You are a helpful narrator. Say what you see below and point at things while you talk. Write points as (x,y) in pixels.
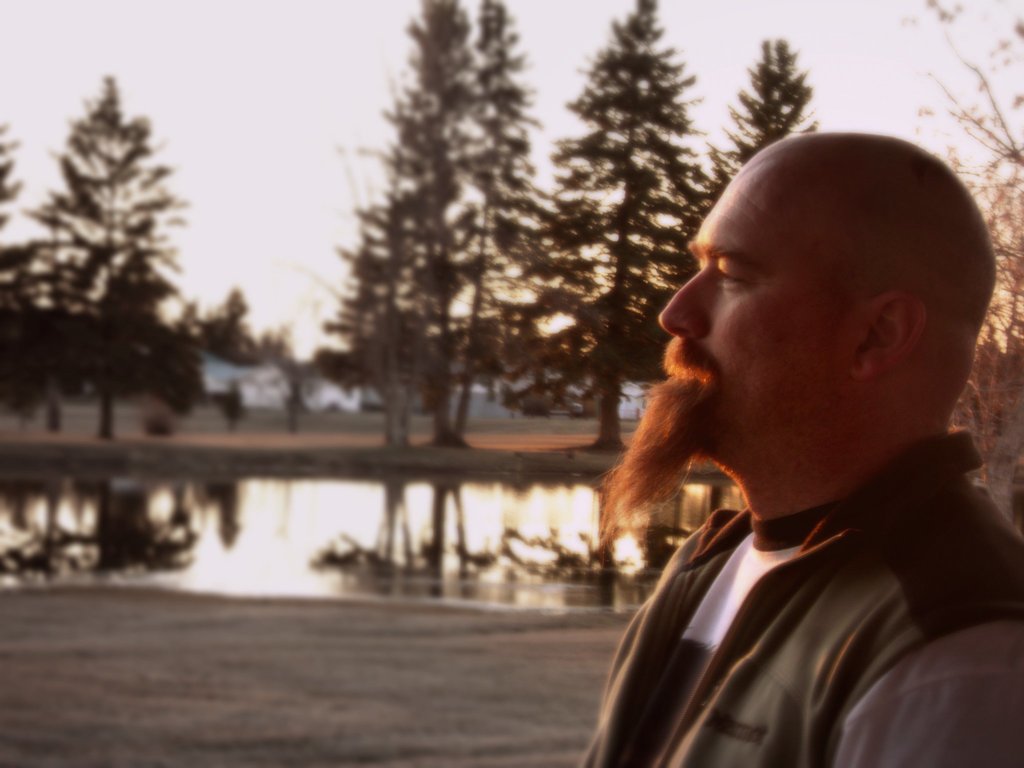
There is a man (722,228) on the right side of the image (757,428) and there are trees (292,398), water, it seems like houses (573,387) and sky (322,333) in the background area (322,333).
